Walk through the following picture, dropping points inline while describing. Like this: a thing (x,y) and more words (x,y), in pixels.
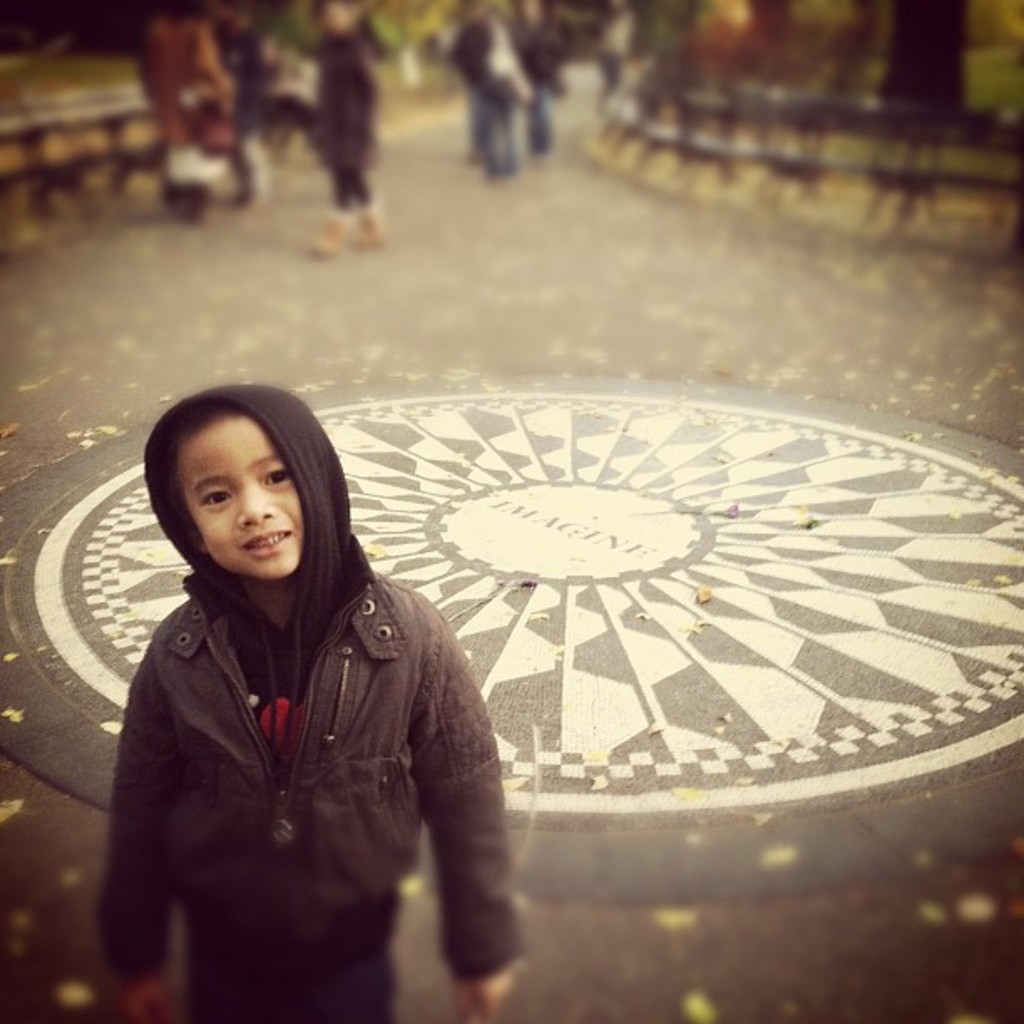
In this image in the front (285,683) there is a boy (245,684) standing and smiling. In the background (266,106) there are persons (350,94) walking.
